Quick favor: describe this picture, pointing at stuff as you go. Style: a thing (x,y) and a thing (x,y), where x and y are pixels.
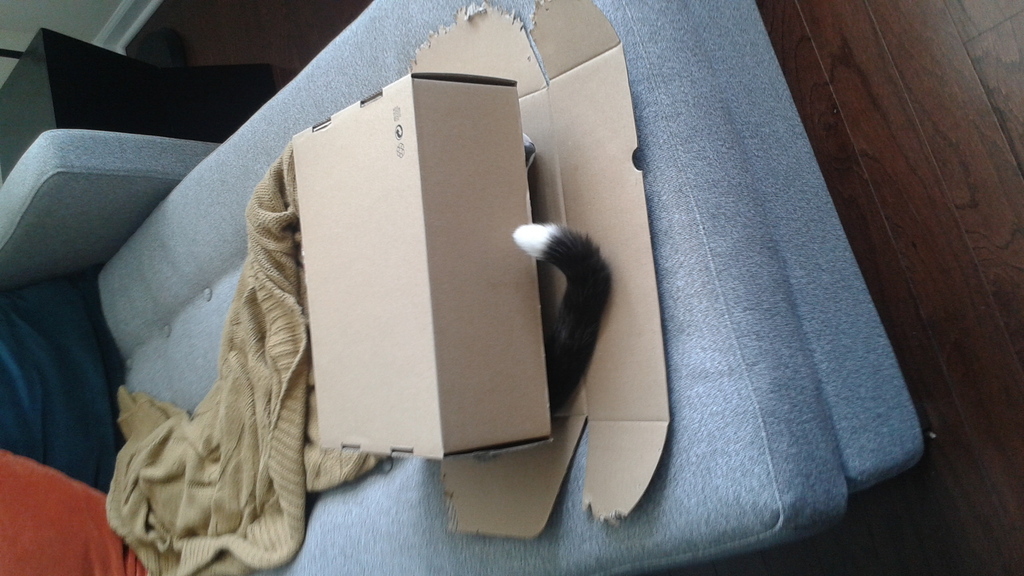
In this image I can see a cardboard box (539,212) and I can see a tail (547,243) in black and white color. I can see a towel (282,368) and few objects (110,435) on the blue color couch (59,169).
